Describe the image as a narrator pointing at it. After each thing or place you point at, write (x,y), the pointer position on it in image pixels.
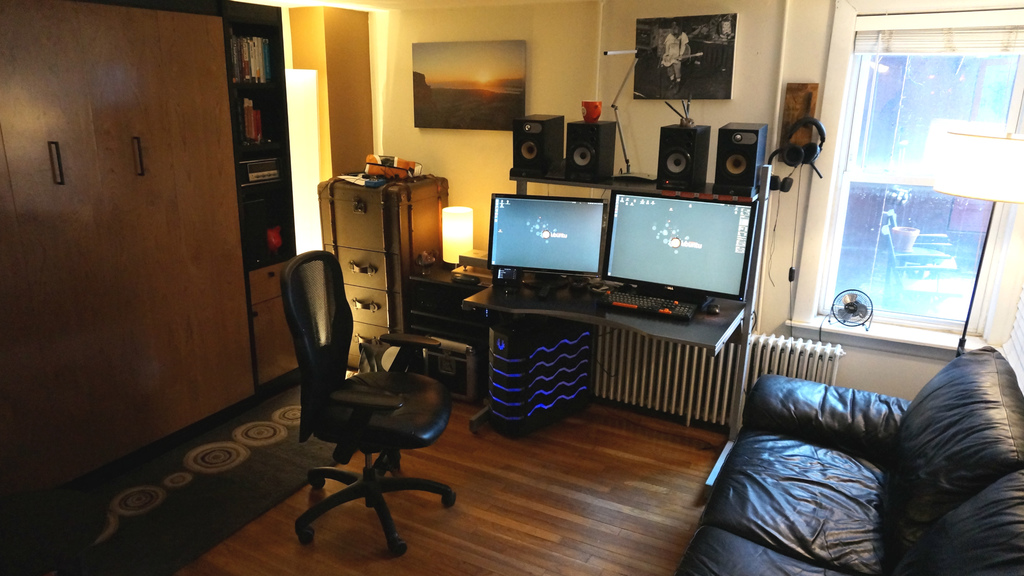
This image is taken inside a room (74,328). In the right side of the image (996,403) there is a sofa (907,460) and a window (920,150) with the lamp (962,172) beside that. In the middle of the image (418,348) there is an empty chair (338,438). In the left side of the image (262,99) there is a cupboard (240,300) with books (252,51) in it. In the bottom of the image (161,492) there is a floor mat (194,486). In the room (190,488) there is a table (531,292) on which there are two monitors (630,275), a keyboard (630,299) and speaker boxes (699,163) on it. In the background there is a wall (357,77) with paintings (502,74) and picture frames (683,67) on it.
